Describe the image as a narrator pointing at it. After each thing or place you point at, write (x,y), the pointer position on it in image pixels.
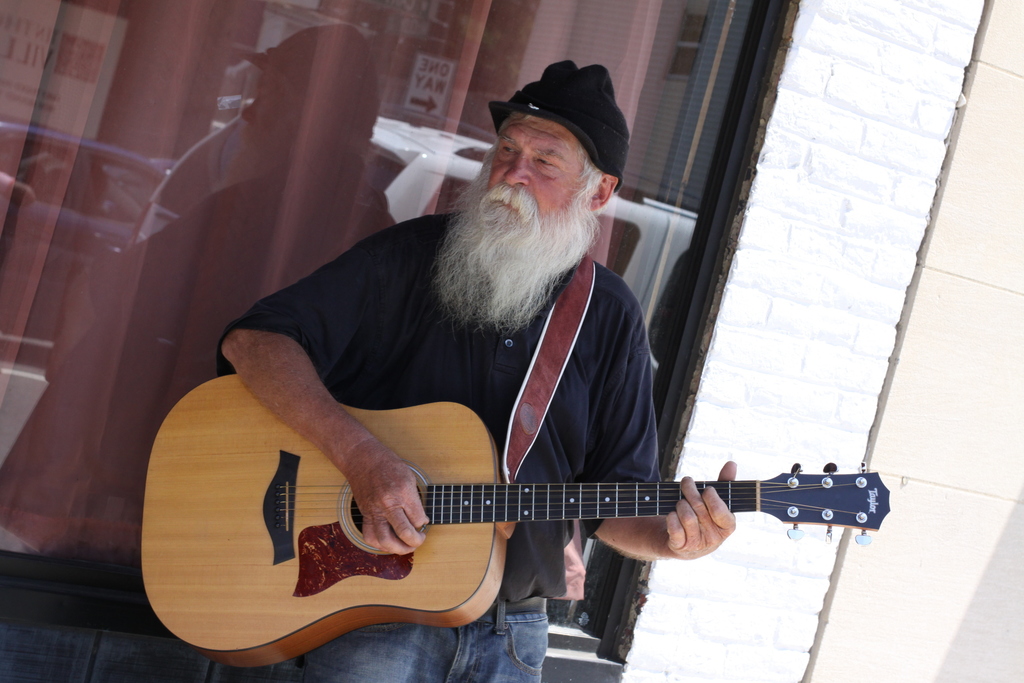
This man (542,247) wore black t-shirt (501,430) and playing a guitar (253,510). On this glass (245,259) there is a reflection (421,145) of vehicles (435,186).
